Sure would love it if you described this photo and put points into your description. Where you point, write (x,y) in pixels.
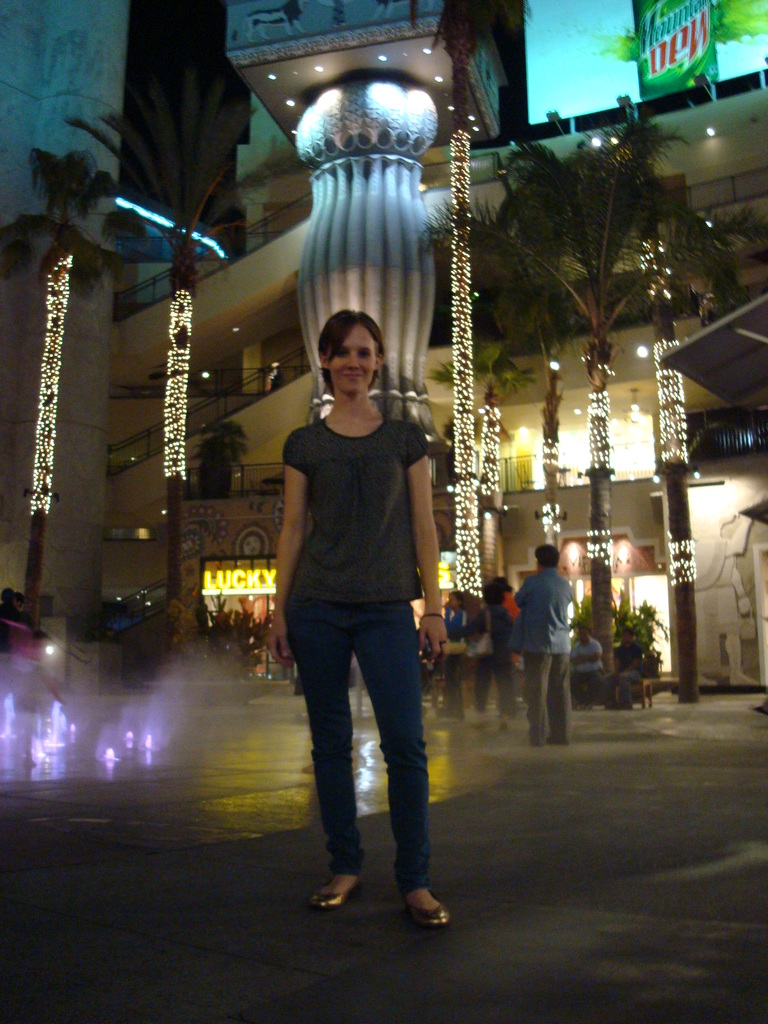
This is an image clicked in the dark. Here I can see a woman (347,608) standing, smiling and giving pose for the picture. In the background (477,660) there are some people (485,660). In the background (280,329) there is a building (195,334) and I can see few poles (180,382).
